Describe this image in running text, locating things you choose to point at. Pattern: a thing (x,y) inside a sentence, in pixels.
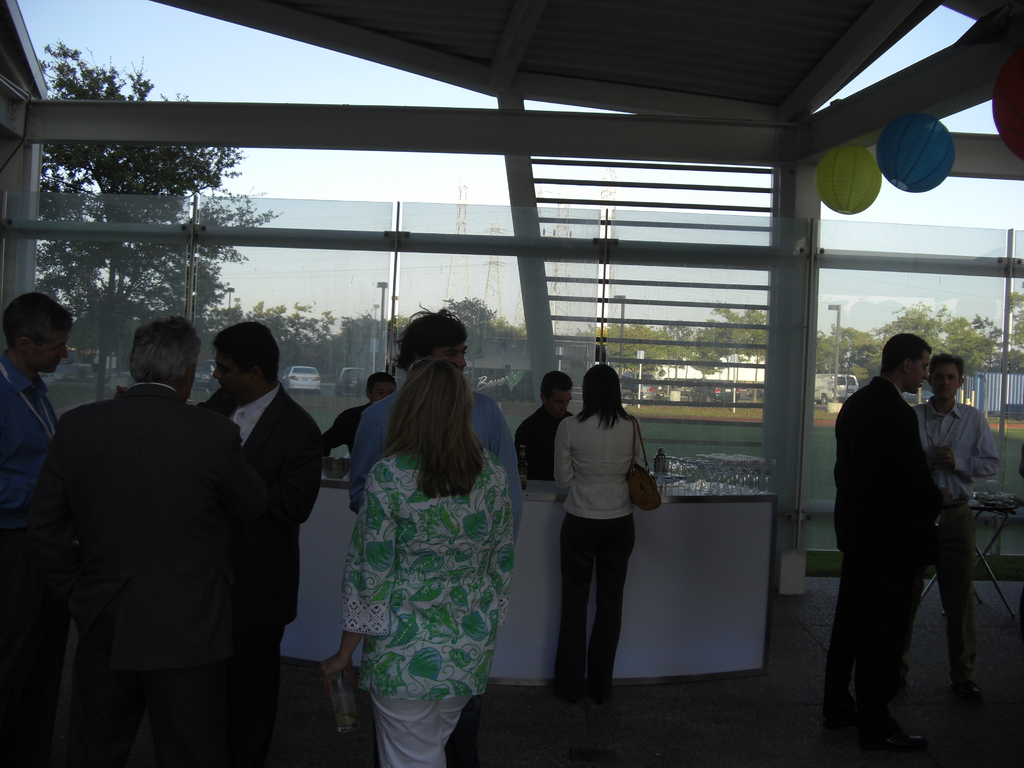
The picture is taken in a building (89,108). In the foreground of the picture (506,446) there are people (841,530), desk (678,507), glasses (752,474), table (990,510) and other objects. At the top (933,148) there are decorative items (947,155). In the center of the picture (516,283) there is a glass window (313,276), outside the window (349,310) there are vehicles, trees (833,353), street light (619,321), fencing (983,377), grass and other objects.
